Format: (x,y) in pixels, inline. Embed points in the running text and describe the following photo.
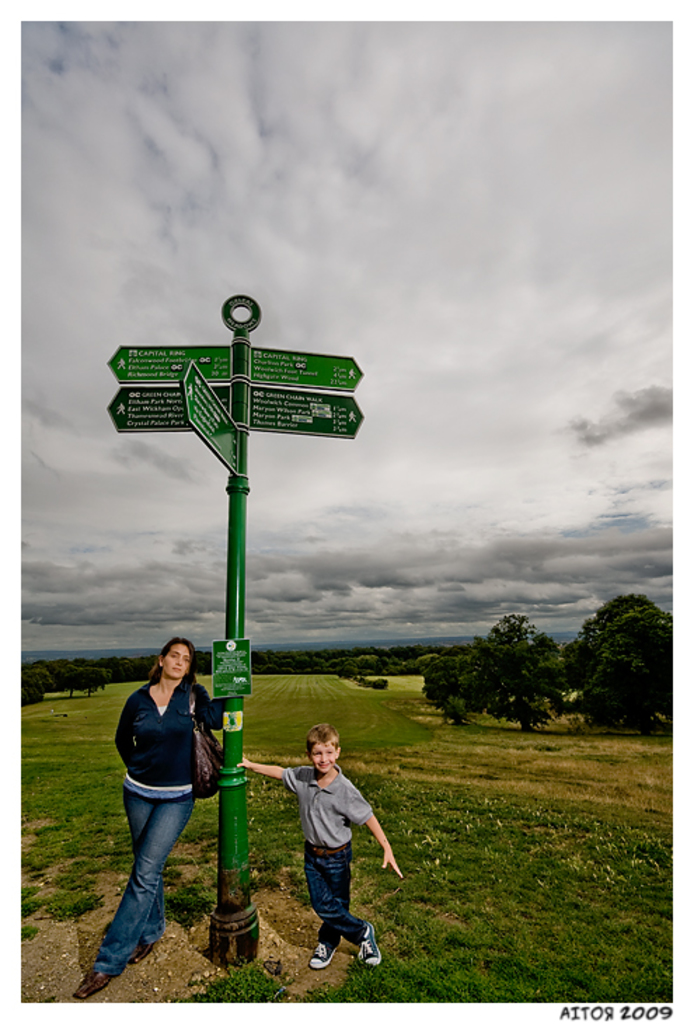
In this image I can see two people (156,785) standing to the side of the green color pole (226,815). And this people (188,770) are wearing the different color dresses (192,761). I can see one person (192,761) with the bag (198,754). There are boards (216,365) to the pole (232,865). In the background (133,579) there are many trees (514,671), clouds (568,456) and the sky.
